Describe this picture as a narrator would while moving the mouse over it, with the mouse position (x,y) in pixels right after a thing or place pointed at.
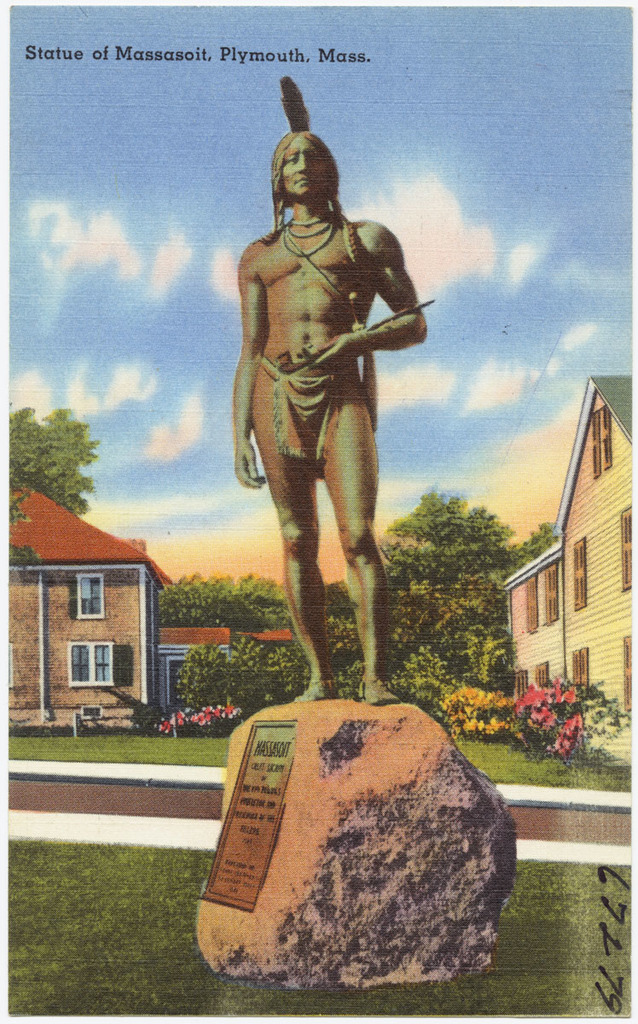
In this picture we can see an object (141,237) seems to be the poster (116,211) on which we can the picture. In the center (298,348) we can see the sculpture (332,310) of a person (332,205), holding an object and standing on the rock (339,815) and we can see the text (247,813) on the rock (301,898) and we can see the green grass (141,920), plants (212,706), flowers (480,723), houses (116,594), sky (208,321), clouds (429,373) and some other objects (602,832). In the bottom right corner (608,925) we can see the watermark (604,938) on the image.
